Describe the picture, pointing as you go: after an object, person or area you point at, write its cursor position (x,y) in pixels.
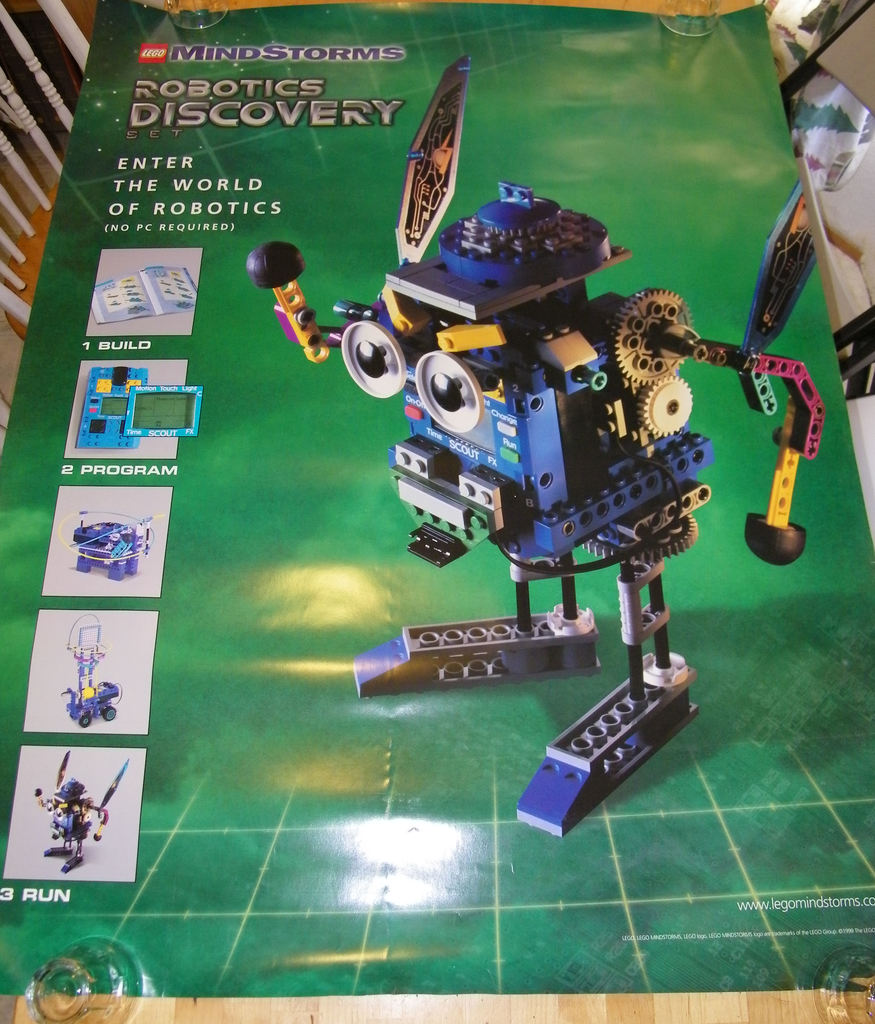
In this image I can see a green colour poster (642,593) and on it I can see few pictures (631,514). On the top left (138,109) side of the poster (72,306) I can see something is written. On the top side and on the bottom side of the image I can see four glasses (693,29).
